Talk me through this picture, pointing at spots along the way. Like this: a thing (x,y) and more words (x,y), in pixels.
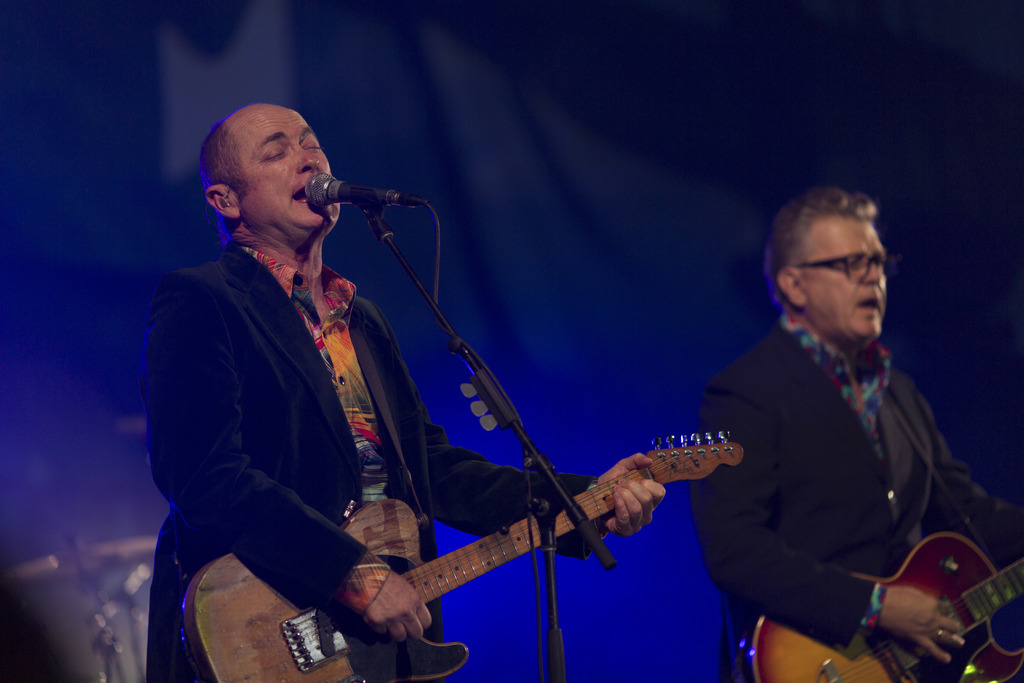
As we can see in the image there are two people (321,412) holding guitars (268,656) and there is a mic (322,198).
